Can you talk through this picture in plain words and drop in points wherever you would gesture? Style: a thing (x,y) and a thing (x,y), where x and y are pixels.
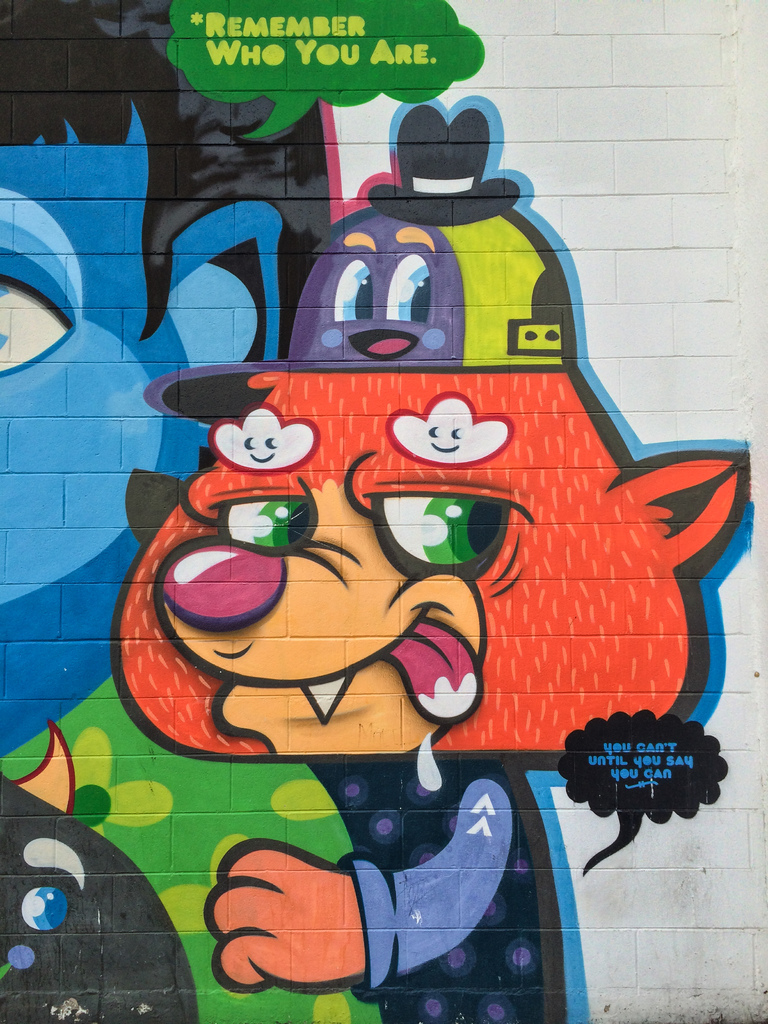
This looks like a wall (602,465) with the colorful wall painting (303,749) of the cartoons (311,757) on it. This wall (617,237) is white in color.
